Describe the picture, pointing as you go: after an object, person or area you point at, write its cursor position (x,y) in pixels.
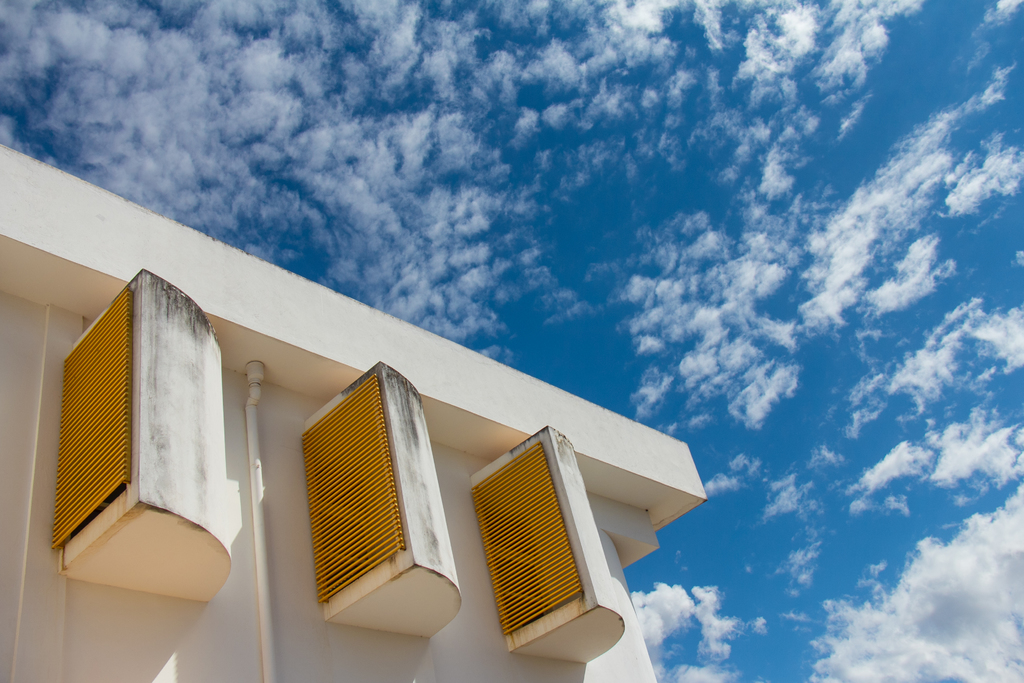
On the left (50,631) we can see a building (65,495), to the building (116,459) they are looking like ventilators (356,492). In most of the picture there is sky (713,224).
